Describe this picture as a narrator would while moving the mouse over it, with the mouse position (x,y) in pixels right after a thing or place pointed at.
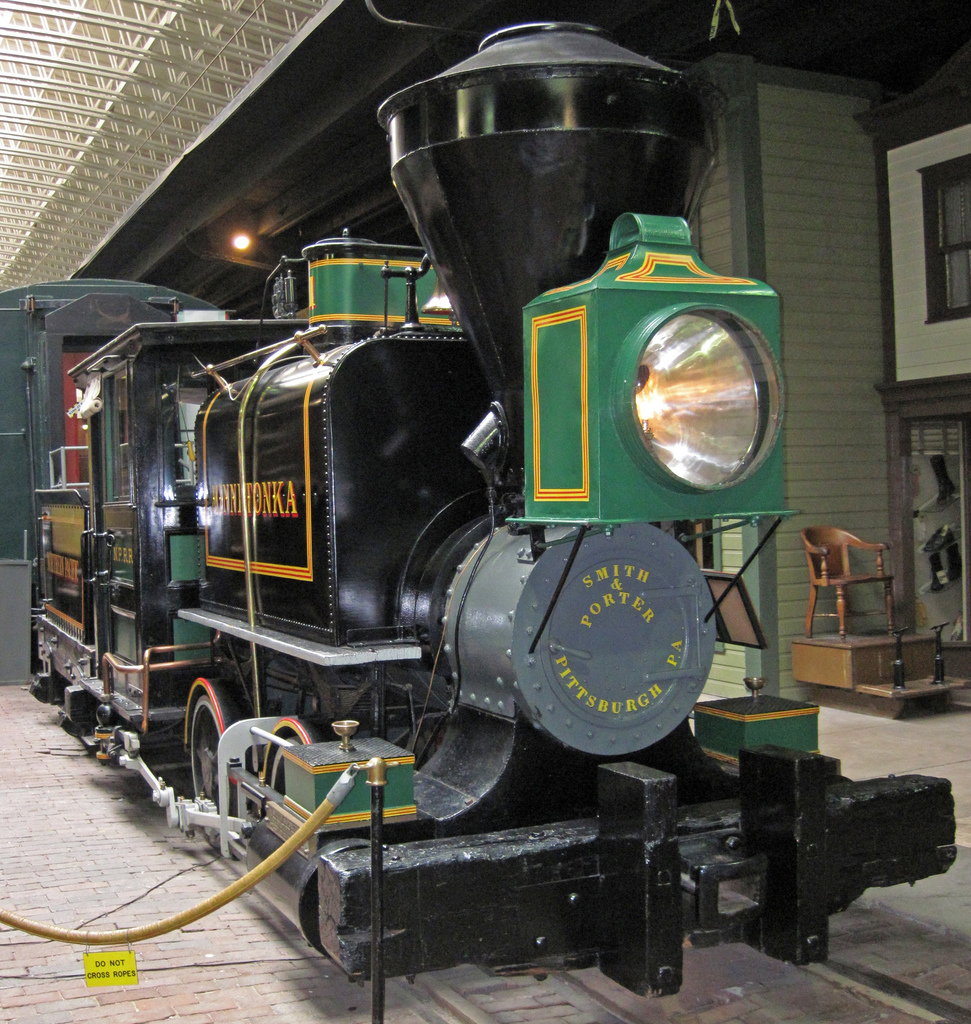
In the image in the center, we can see one train (403,481), which is in green and black color. In the background (804,177) there is a wall (948,339), chair (841,539), roof (30,213), light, cupboard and few other objects (933,305).
